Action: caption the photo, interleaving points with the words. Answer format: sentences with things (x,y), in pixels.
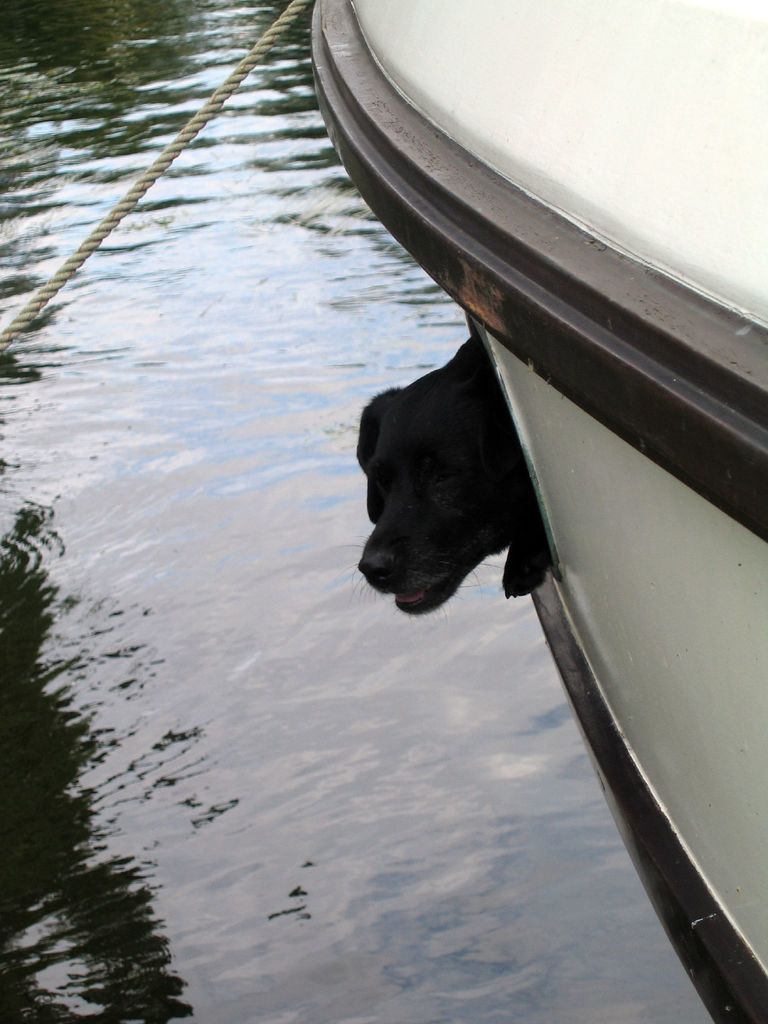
In this image we can see an object (611,399) looks like a watercraft (637,484). There is a dog (490,365) inside the object (564,476). On the left side (178,81), we can see the water (411,378). In the top left (238,70), we can see a rope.
